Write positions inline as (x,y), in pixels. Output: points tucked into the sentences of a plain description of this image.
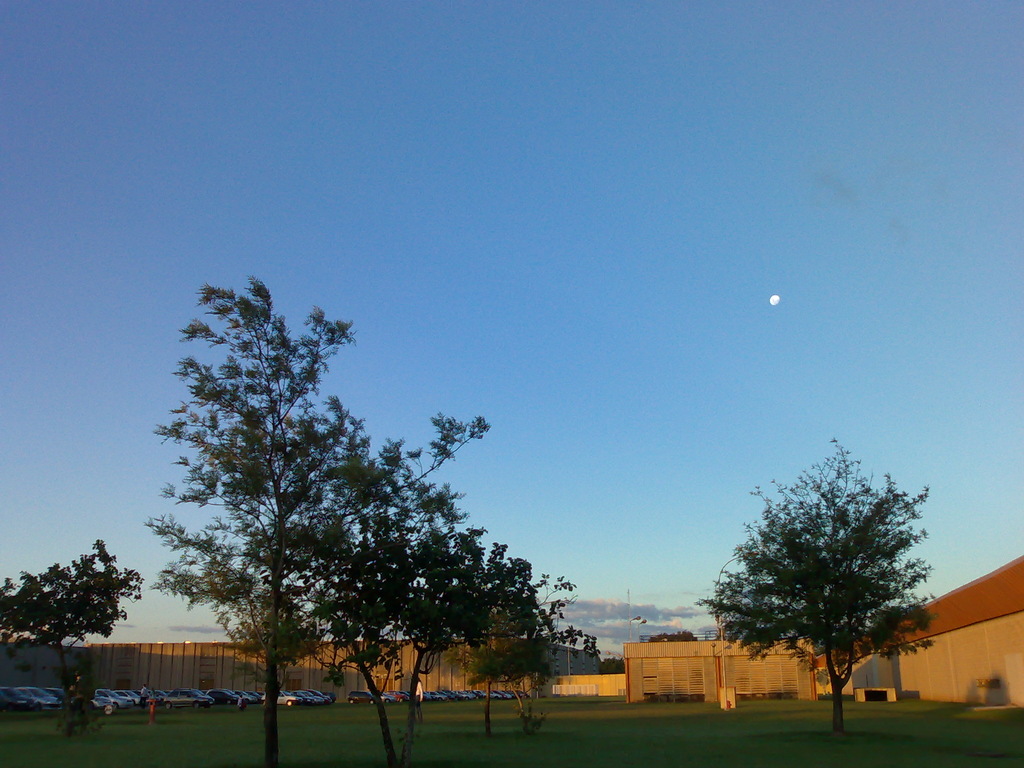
In this image I can see trees (274,625) and few cars (207,700). Back Side I can see building (1019,658). The sky (652,294) is in blue and white color.
